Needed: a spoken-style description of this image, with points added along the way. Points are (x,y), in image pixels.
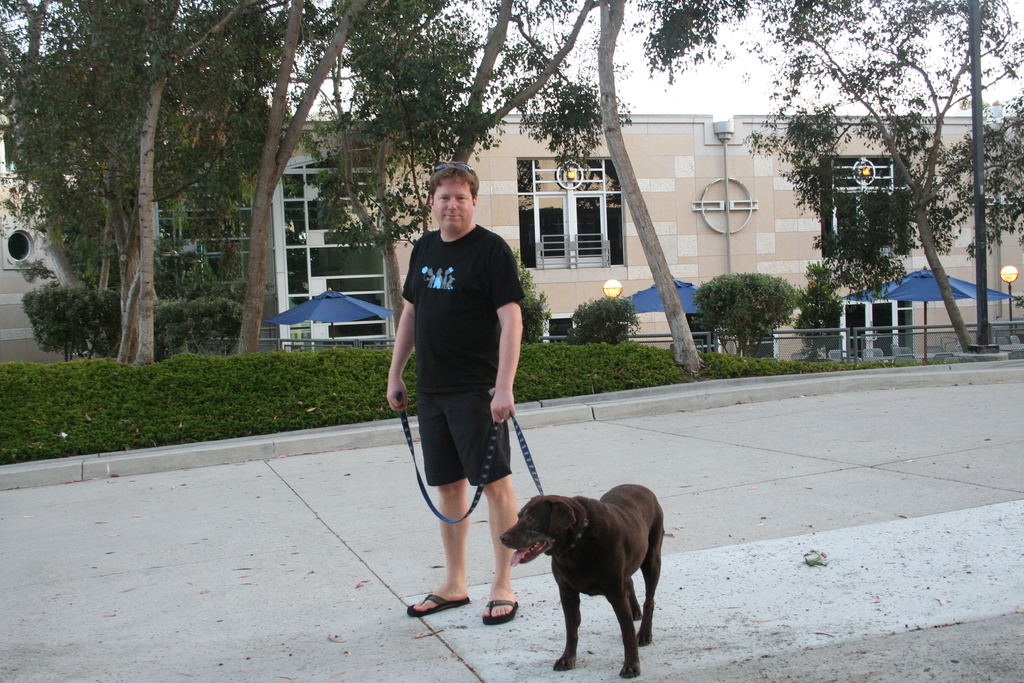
In this picture we can see a man (493,479) who is standing on the road (321,527). There is a dog (584,549) and these are the plants (544,347). On the background (780,204) there is a building (670,190) and these are the trees (731,0). And there is a sky (717,85).
